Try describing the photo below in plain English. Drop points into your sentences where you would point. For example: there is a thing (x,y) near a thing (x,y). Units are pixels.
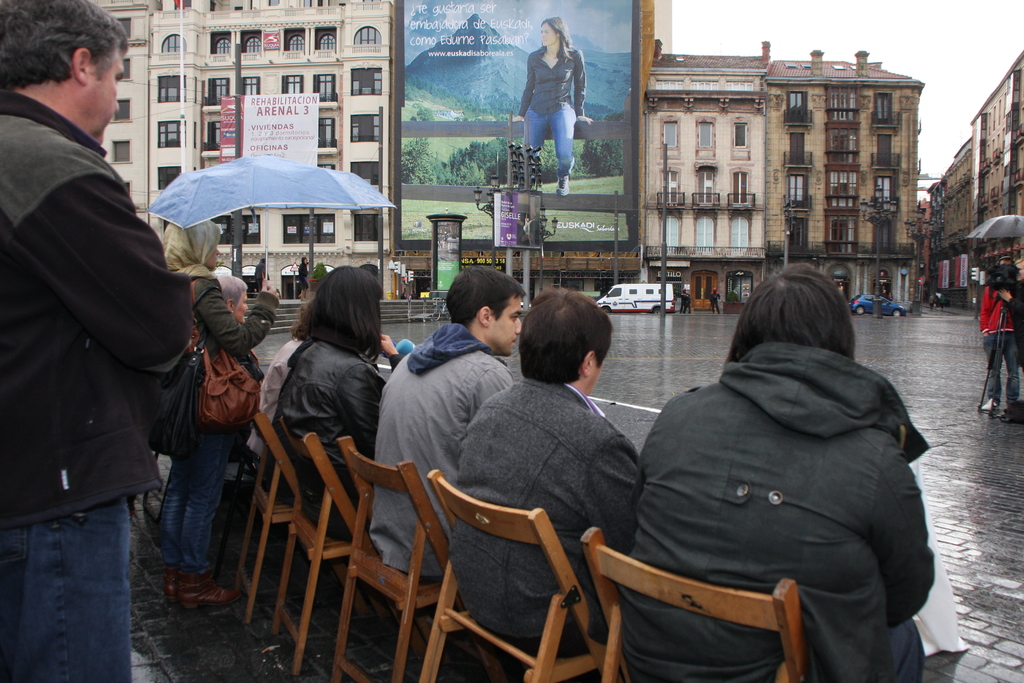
there are so many people (565,495) sitting in a chair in a row behind them there is a Man (108,37) Standing and opposite to that there is the building (643,200) and some cars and vehicles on a road (947,334).
